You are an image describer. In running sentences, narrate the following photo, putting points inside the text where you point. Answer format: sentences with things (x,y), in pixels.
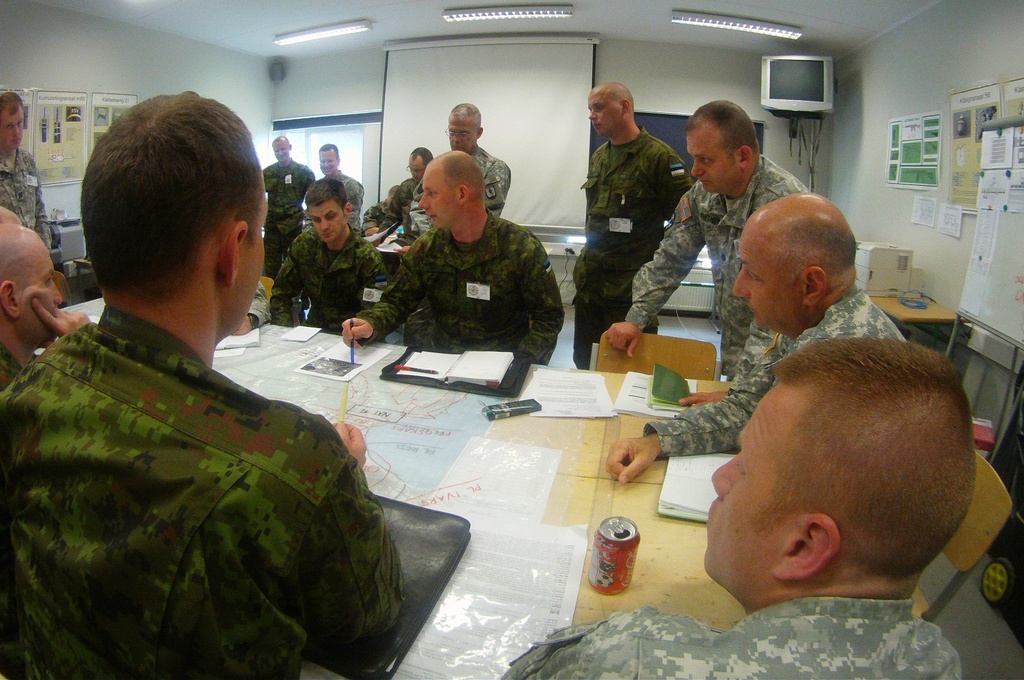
In the foreground of this image (633,399), there are men (152,657) surrounding the table (640,490) on which there are papers (409,385), file (467,385), pen (436,370), books (468,370) are placed. In the background (520,167), there are few standing, screen (566,91), TV (810,80), window (366,124), ceiling (612,7), lights (505,14), few posters (116,107) on the wall (882,138) and the table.
